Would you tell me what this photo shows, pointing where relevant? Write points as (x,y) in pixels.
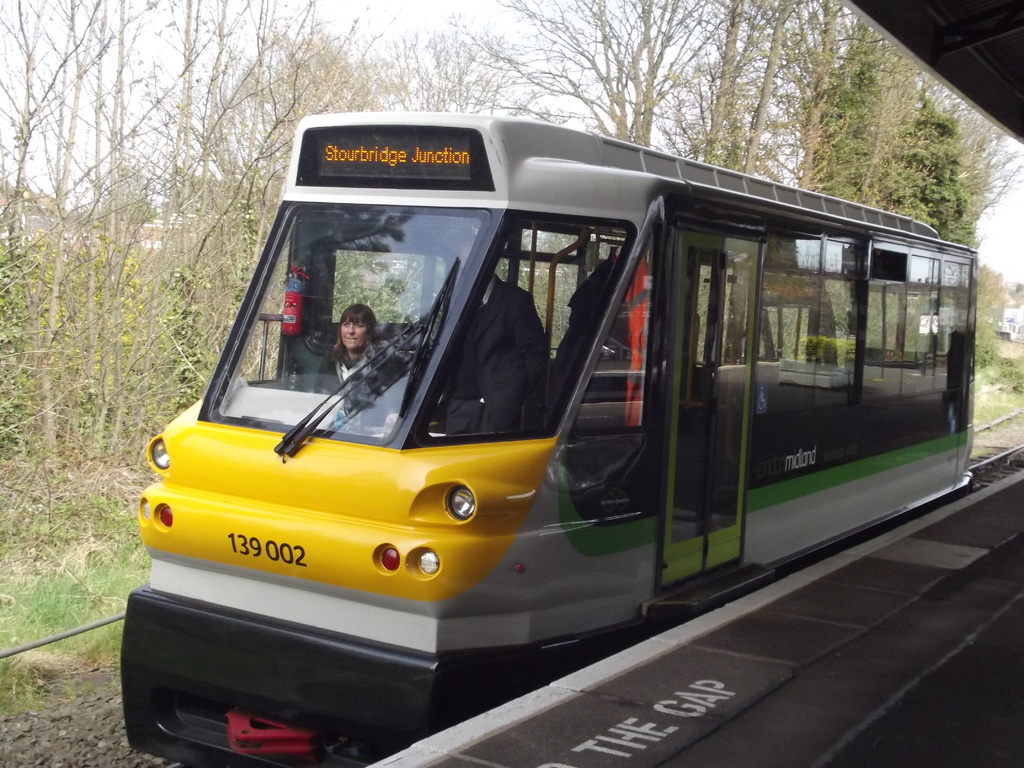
In the picture we can see a train (360,559), bus (223,559) on the track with some part yellow in color and the windshield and windows (919,314) with glasses (910,323) and beside it, we can see a platform (875,559) and to the other side we can see grass (38,655), plants (139,359), trees (813,136) and sky (278,50).
